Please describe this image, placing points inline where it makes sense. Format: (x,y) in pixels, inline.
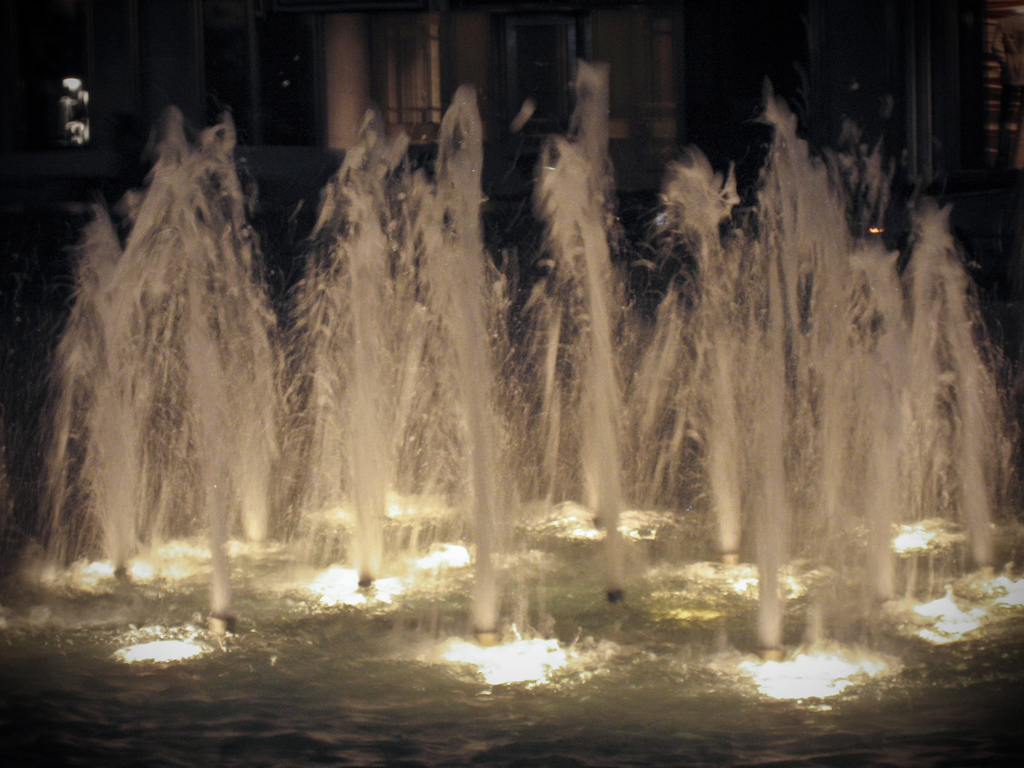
In the foreground (506,319) there is a fountain (472,407). At the back (29,160) there is a building (688,47). At the bottom (830,570) there is water (633,648).
